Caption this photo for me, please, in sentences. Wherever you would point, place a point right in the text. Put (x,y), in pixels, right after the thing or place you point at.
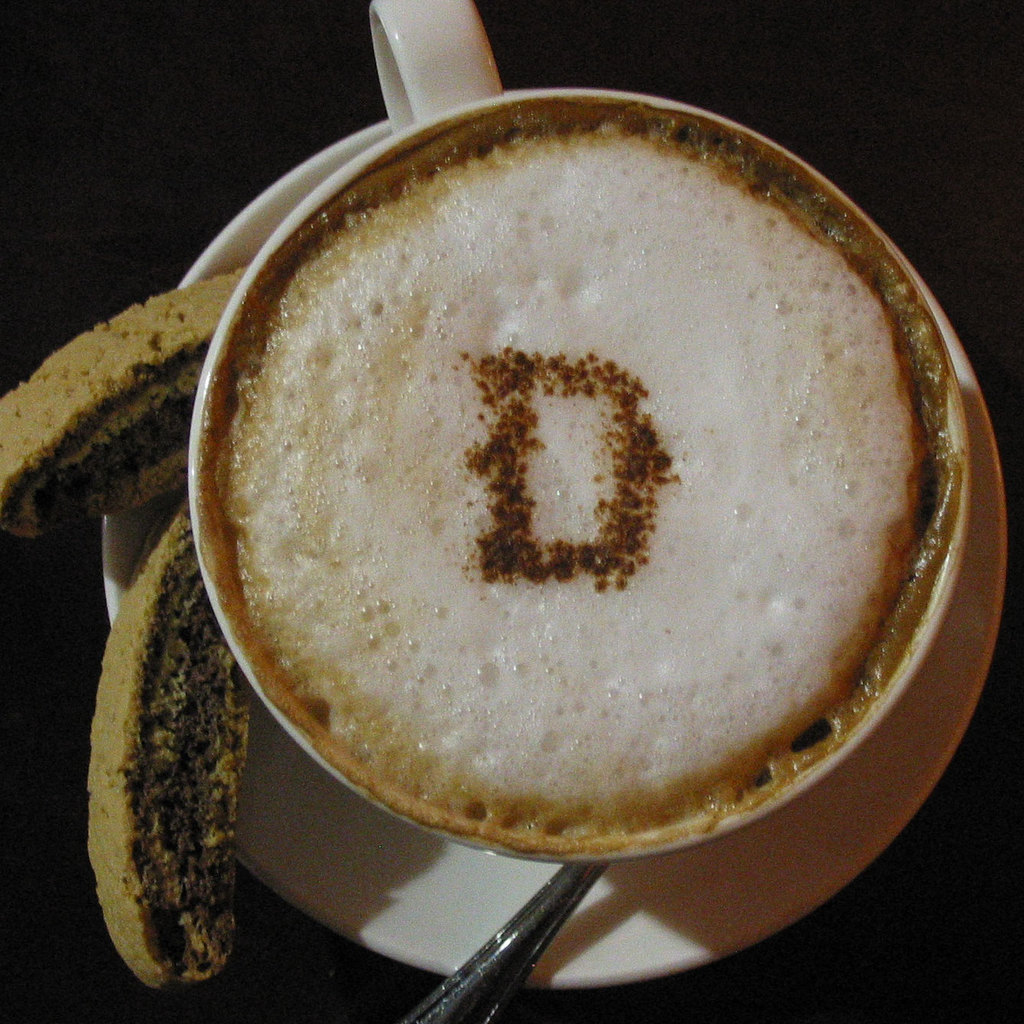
In this picture we can see a cup (594,853) with drink (379,431) in it, food items (140,395), spoon (565,905), saucer (414,839) and in the background (935,88) it is dark.
